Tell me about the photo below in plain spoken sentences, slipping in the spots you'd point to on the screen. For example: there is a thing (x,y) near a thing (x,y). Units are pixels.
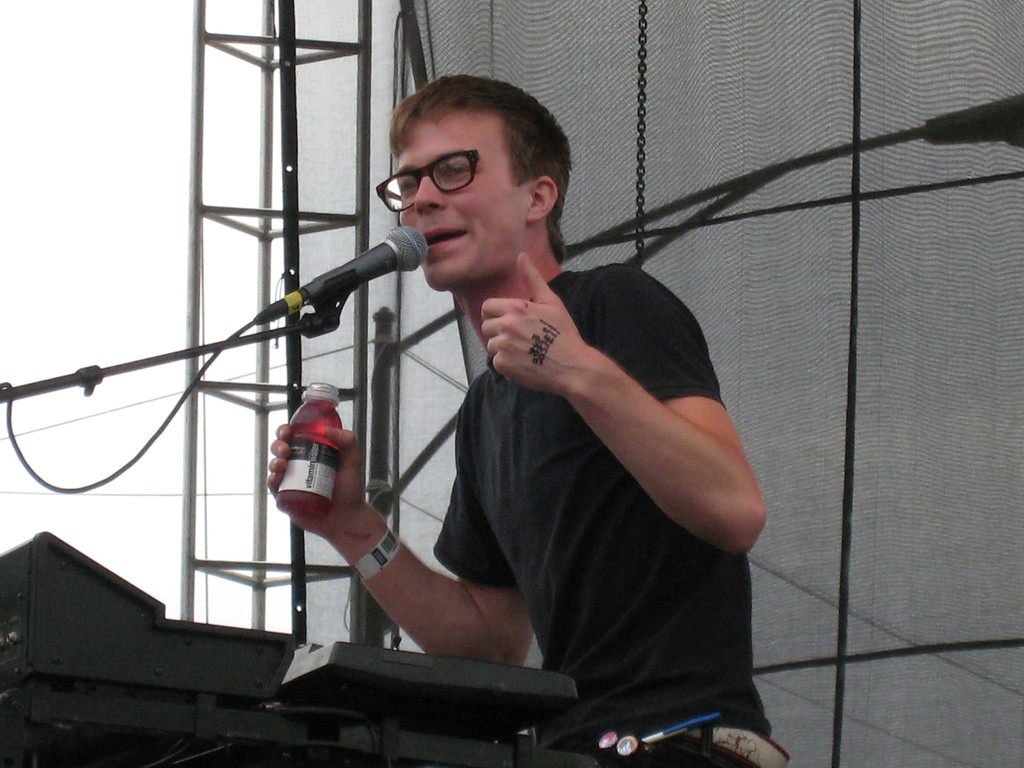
In this image there is a man (576,457) who is holding the bottle (322,449), who is talking through the mic (346,278) which is in front of him. At the background (644,117) there is chain (643,138), net (782,130) and stand (335,50).
